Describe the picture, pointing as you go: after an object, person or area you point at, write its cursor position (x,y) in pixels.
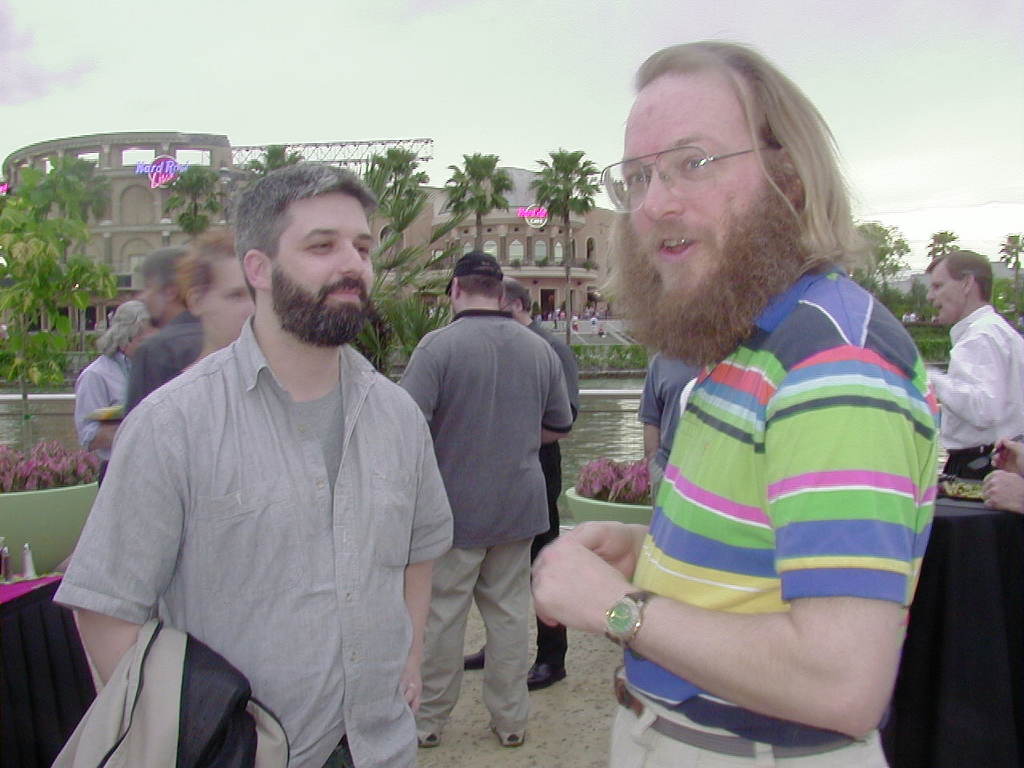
In this image we can see a group of people (534,407) standing. We can also see the tables (48,592) with some objects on them, some plants (614,492) with flowers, a metal fence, a group of plants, the metal frame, a water body (570,477), a building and the sky (432,178) which looks cloudy.
